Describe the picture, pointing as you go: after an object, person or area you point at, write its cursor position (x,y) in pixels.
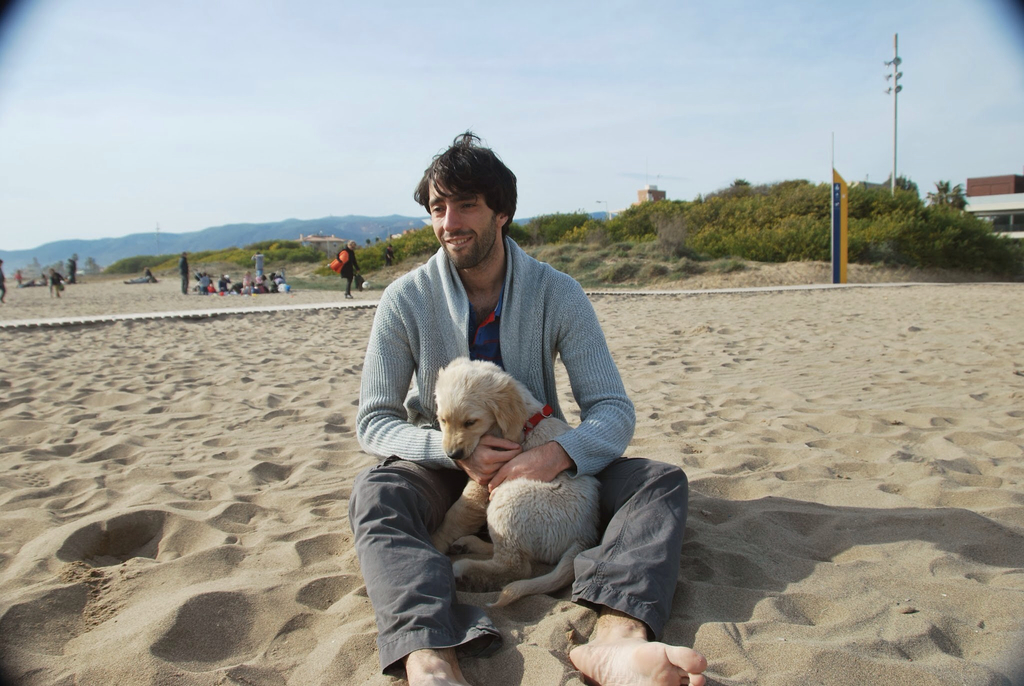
In this image I can see a man (605,460) is sitting and holding a dog (543,475). In the background (273,284) I can see few more people (347,292), trees (811,231), a building (971,196), a pole (893,36) and clear view of sky (507,88). I can also see smile (461,238) on his face (476,244).
